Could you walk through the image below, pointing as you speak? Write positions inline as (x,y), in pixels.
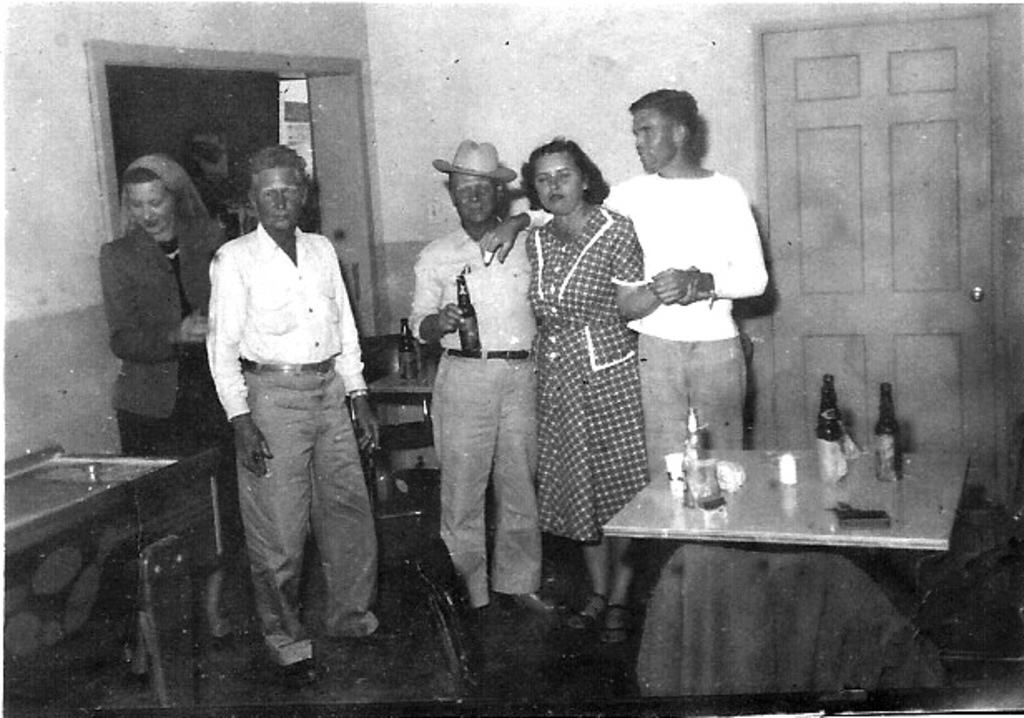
This image is a black and white image. This image is taken indoors. In the background (195,80) there is a wall (399,90) with doors (924,245). There is a table (409,380) with a bottle (411,343) on it. On the left side of the image (28,545) there is a table (124,528) on the floor (224,607). A woman (199,324) and a man (263,205) are standing on the floor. In the middle of the image (565,275) two men (658,170) and a woman (605,384) are standing on the floor (559,638). A man (518,316) is holding a bottle (472,326) in his hand (438,320). On the right side of the image (819,475) there is a table (845,484) with a few bottles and a few things (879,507) on it.
